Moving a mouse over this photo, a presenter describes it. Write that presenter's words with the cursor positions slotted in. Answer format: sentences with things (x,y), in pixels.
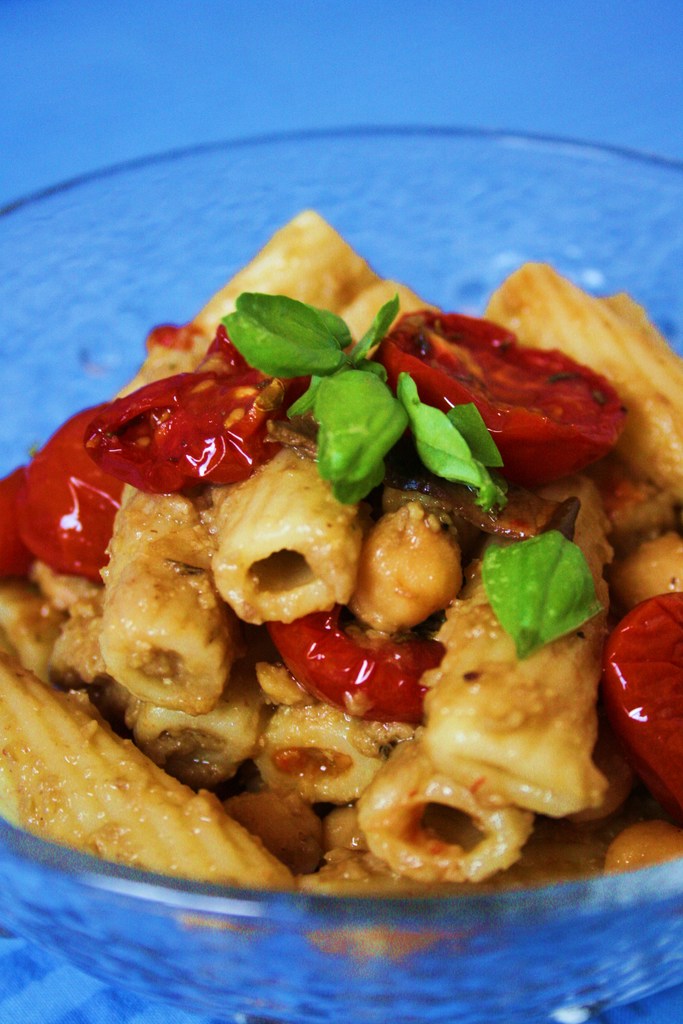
In this picture I can see a food item (307,372) in a bowl (22,370), on an object (293,87).
